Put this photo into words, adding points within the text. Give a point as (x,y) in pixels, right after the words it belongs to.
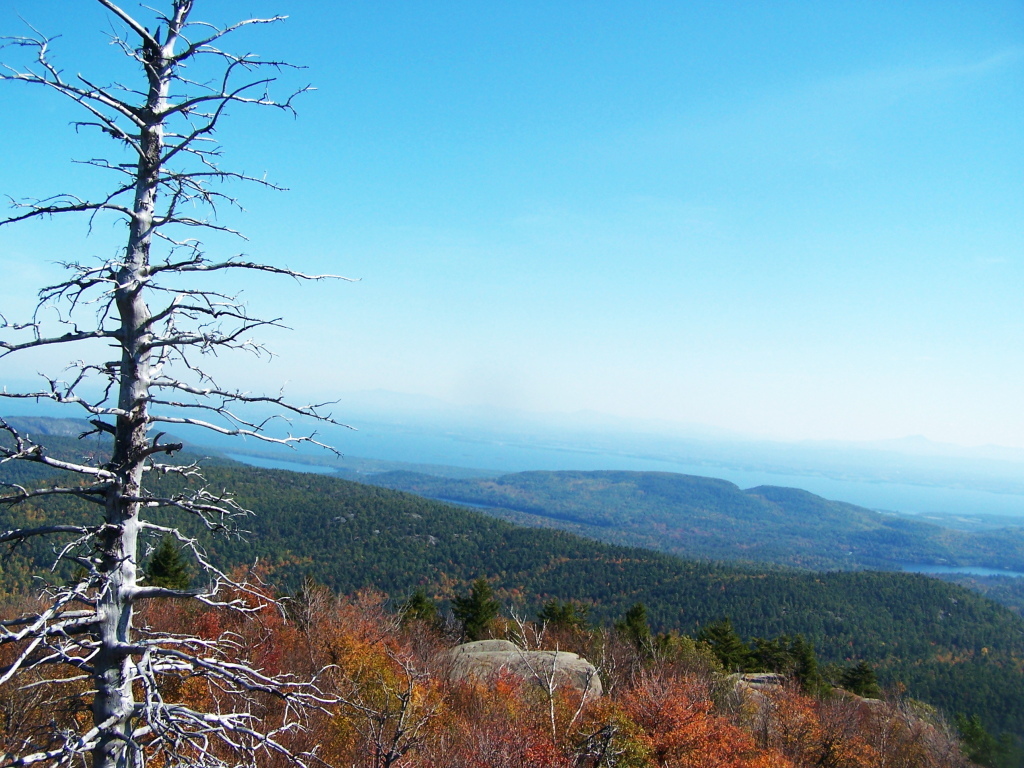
In this image I can see a dried tree (119,727) on the left hand side of the image (201,174). I can see mountains (499,562) and a lake (939,571) in the center of the image (349,497). At the top of the image (454,121) I can see the sky (413,149).
